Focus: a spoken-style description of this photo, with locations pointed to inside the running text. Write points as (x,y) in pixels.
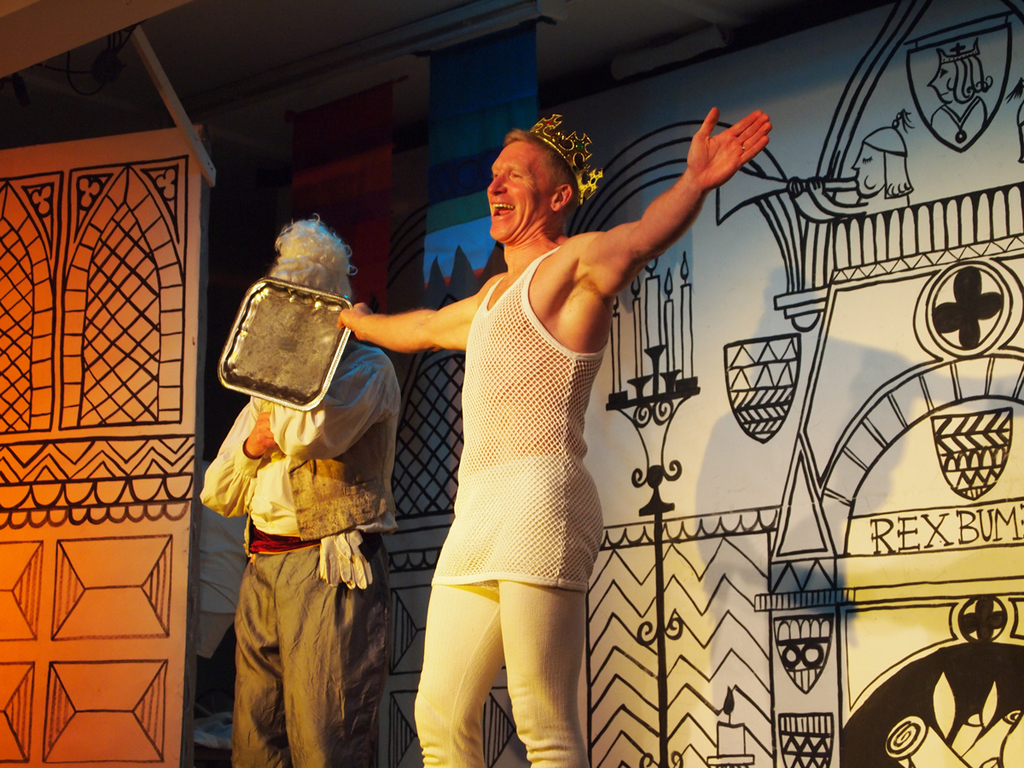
In this image we can see few people (511,504). A person (494,510) is holding an object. We can see some painting (892,473) on the walls (919,436).
